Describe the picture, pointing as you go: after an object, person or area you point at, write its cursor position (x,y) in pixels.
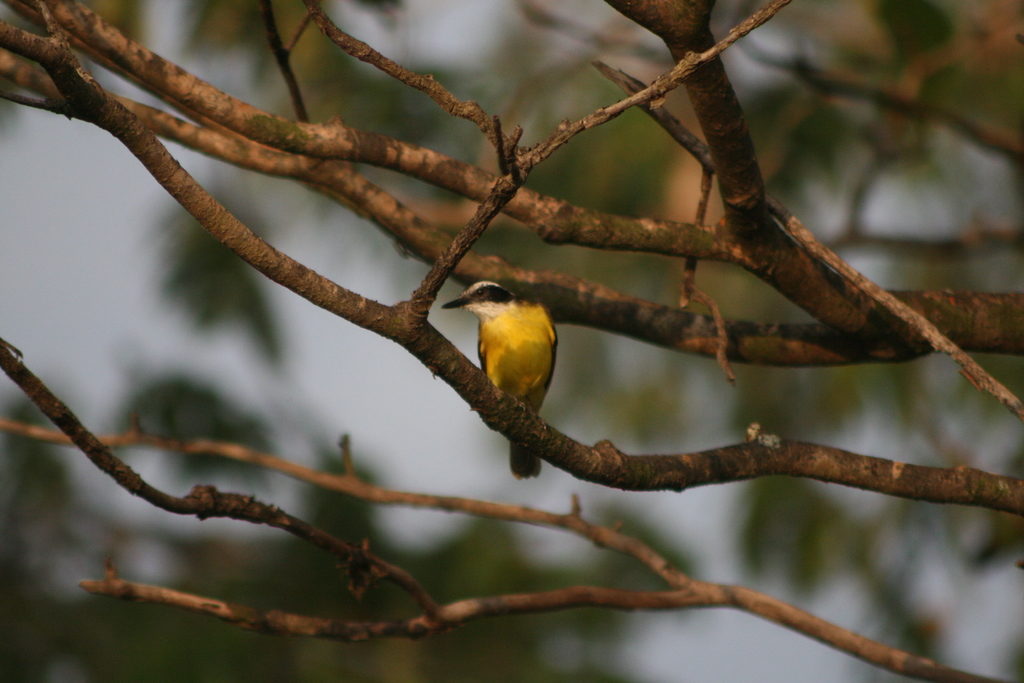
In this picture I can see number of branches (883,311) and I see a bird (509,328) on one of the branch (436,369) and I see that it is blurred in the background (964,591).
